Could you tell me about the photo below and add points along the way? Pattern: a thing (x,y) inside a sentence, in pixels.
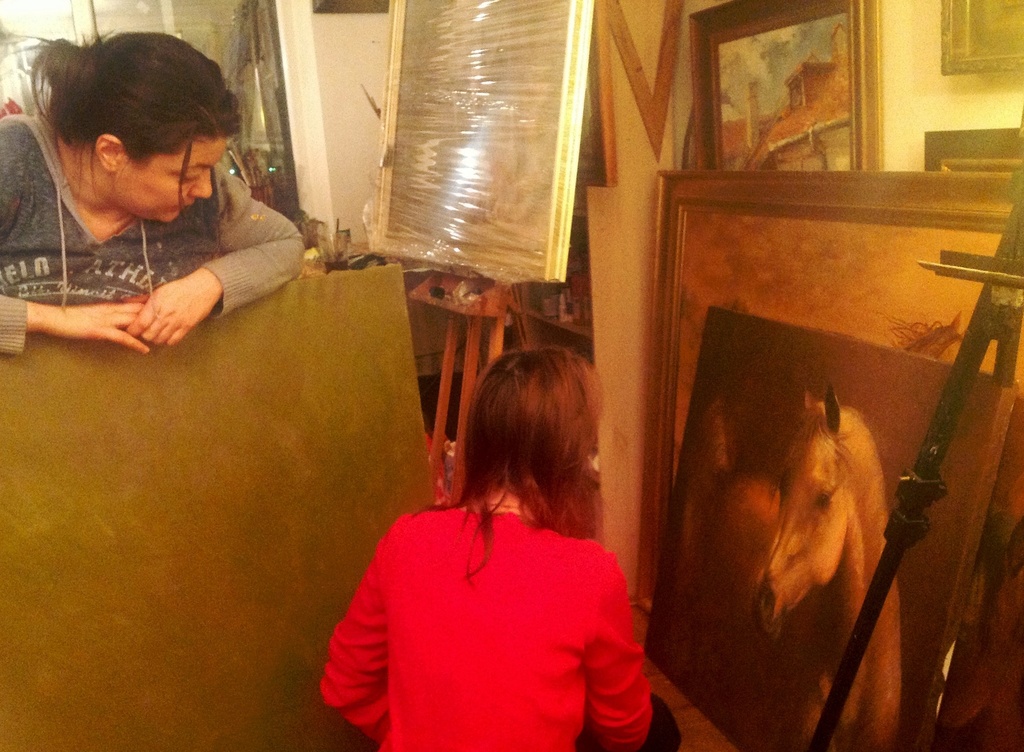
In this image I can see two people (24,129). I can see the wall (681,167), few frames (772,326), few objects (617,12) and the board (434,210) is on the stand (466,404).
